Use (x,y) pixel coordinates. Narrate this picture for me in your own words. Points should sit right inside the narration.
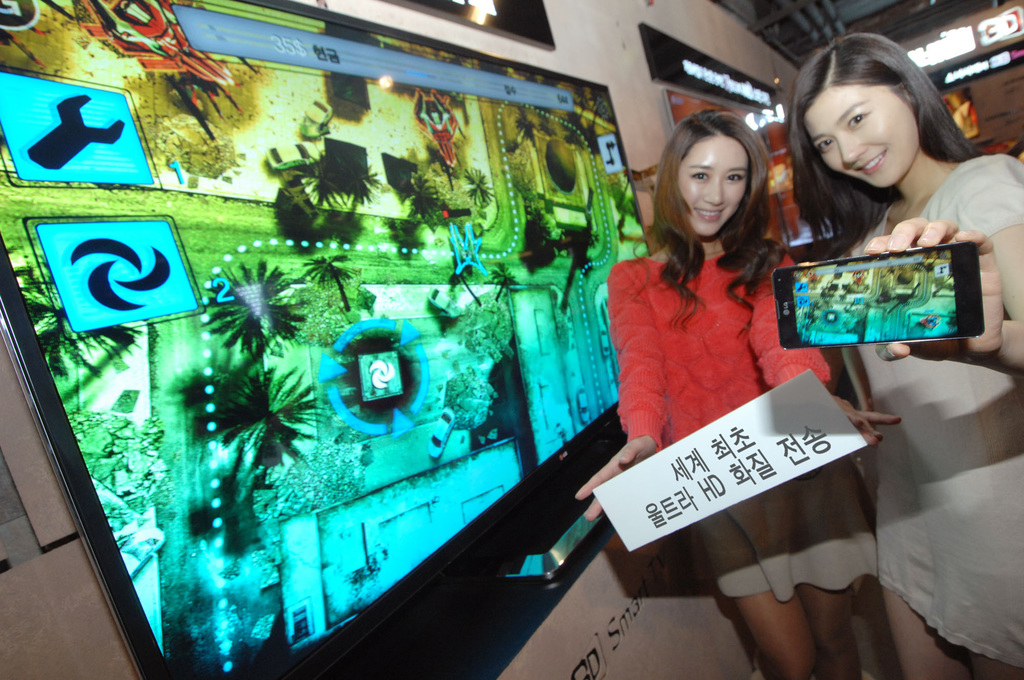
In this image I can see two girls (645,418) standing in which one of them holding phone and other one holding board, beside them there is a screen (331,505).
